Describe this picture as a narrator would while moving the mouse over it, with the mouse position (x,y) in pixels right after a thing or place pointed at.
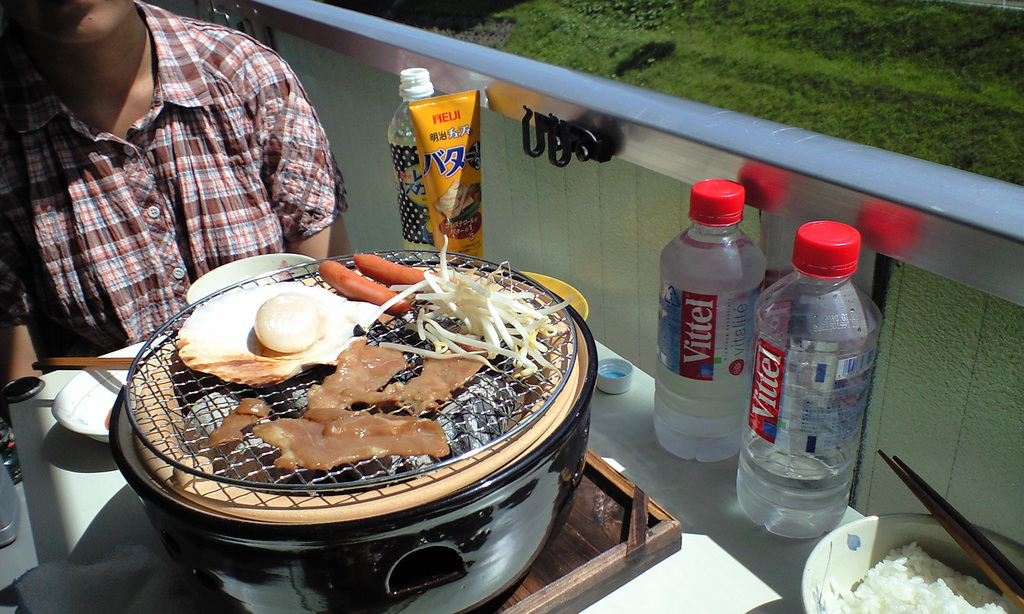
In this picture a man (122,262) is sitting in front of a table (716,486) with a bowl (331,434) of food (220,359) and water bottle (754,433) kept on it
